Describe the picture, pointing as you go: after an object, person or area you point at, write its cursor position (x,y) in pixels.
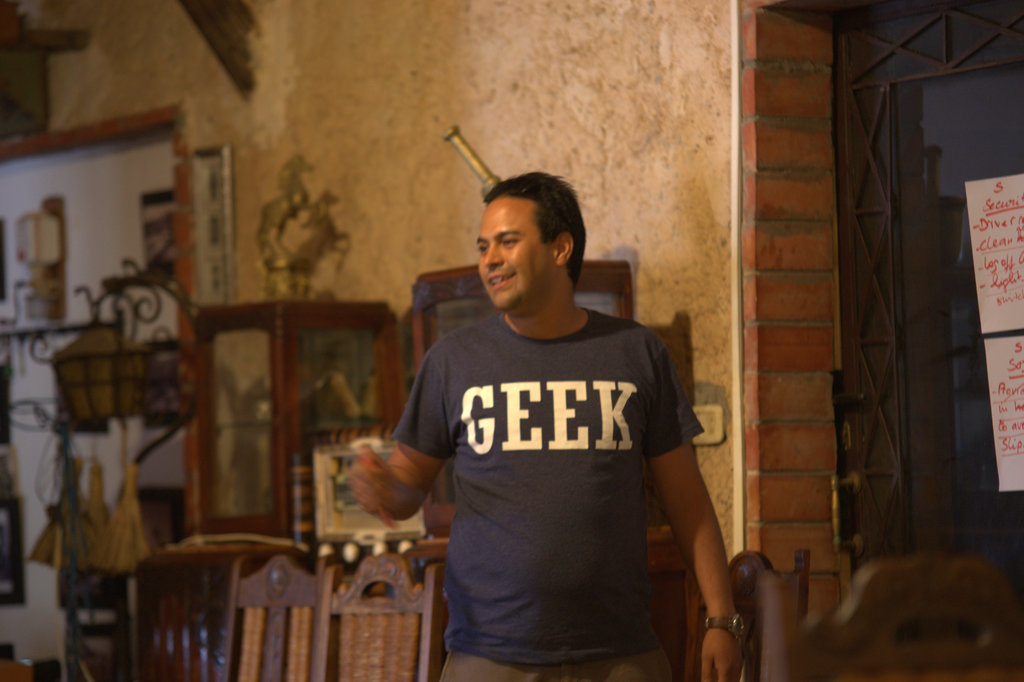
In this picture, we see a man (525,362) in the blue T-shirt (549,438) is standing and he is smiling. Behind him, we see the chairs (349,620), cupboards (308,371) and a table (265,553) on which a photo frame (396,506) is placed. We see an object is placed on the cupboard (252,327). Beside that, we see a stand (134,309). Behind that, we see a rack (98,325). In the background (338,128), we see a wall (463,124). On the right side (862,200), we see the gate (866,225) or a door (873,269). Beside that, we see the white boards (991,302) with some text (1006,283) written on it.
